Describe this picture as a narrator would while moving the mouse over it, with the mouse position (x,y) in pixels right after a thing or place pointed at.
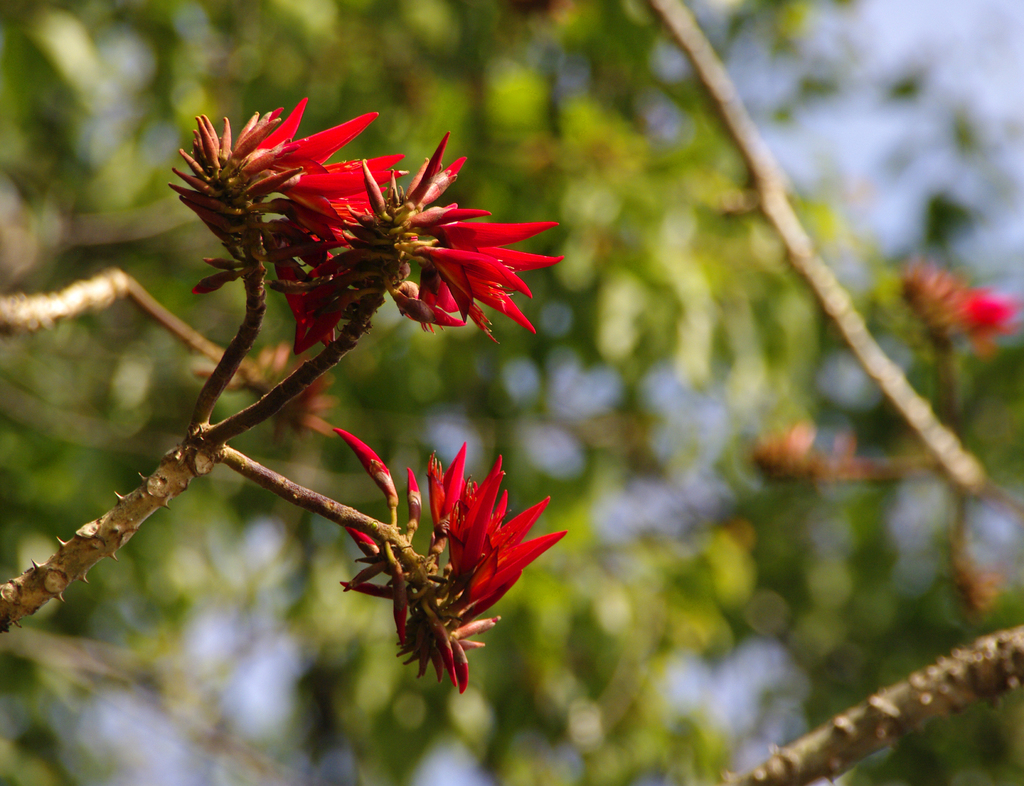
This picture might be taken from outside of the city. In this image, on the left side (237,456), we can see some flowers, on which it stem (145,500) is having some thorns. In the background (358,154), we can see some trees (712,225) and flowers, we can also see sky (860,31) in the background (848,137).
